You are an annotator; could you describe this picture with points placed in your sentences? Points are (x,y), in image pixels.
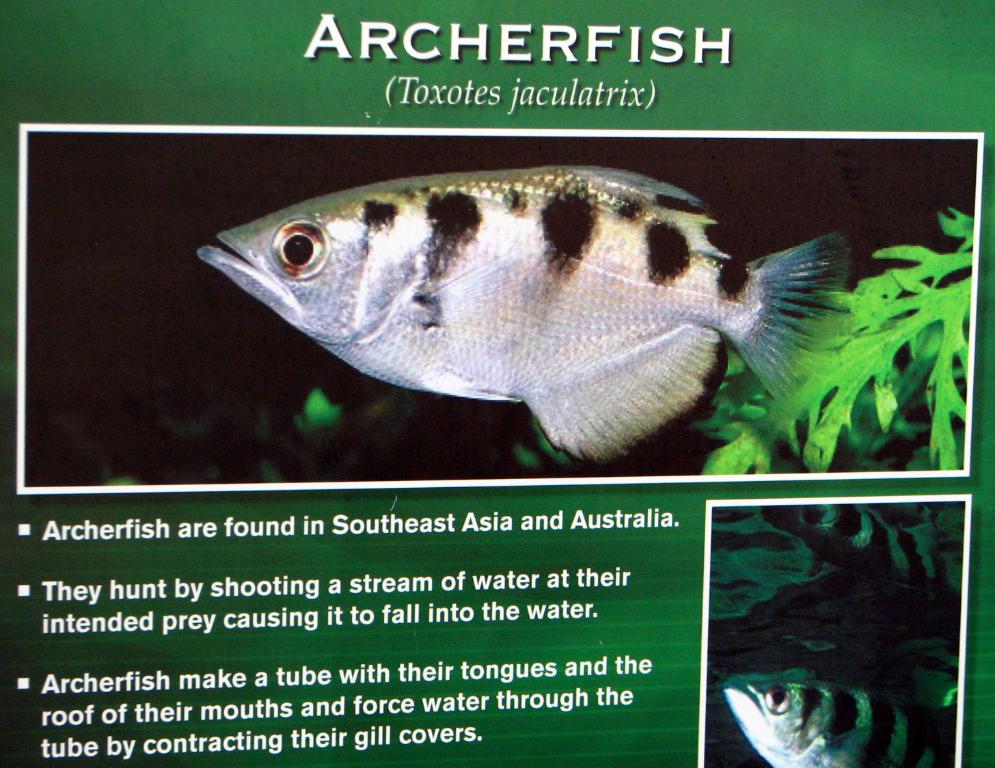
In this image we can see the information board (395,410) and a fish picture (514,356) on it.
